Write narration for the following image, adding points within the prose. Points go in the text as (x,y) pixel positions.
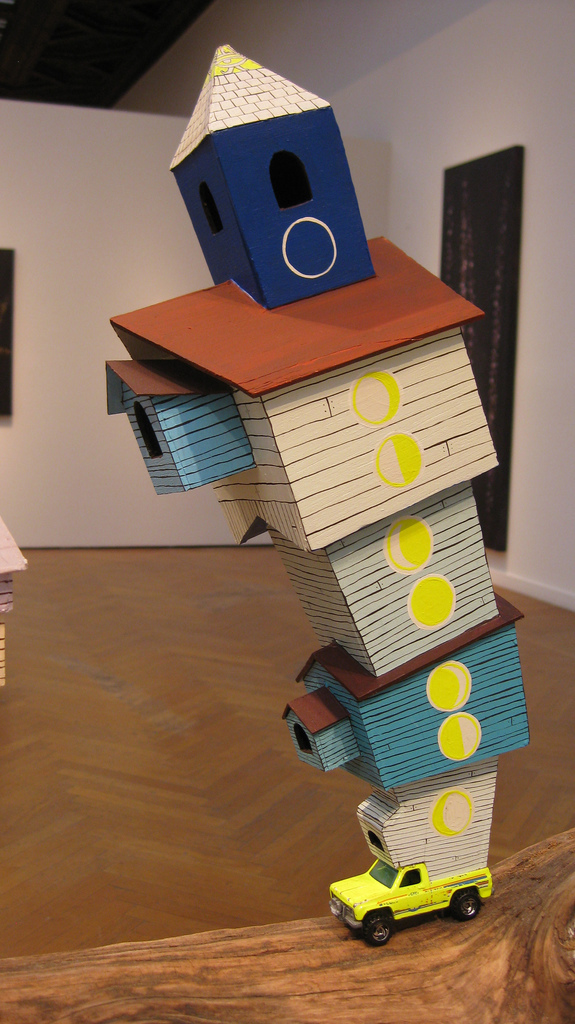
In the image we can see yellow color toy truck (422,899) and there are cardboard houses (414,636) on the truck (413,902) and the wall (99,322) is in white color and it has an artwork (495,326) over here.
